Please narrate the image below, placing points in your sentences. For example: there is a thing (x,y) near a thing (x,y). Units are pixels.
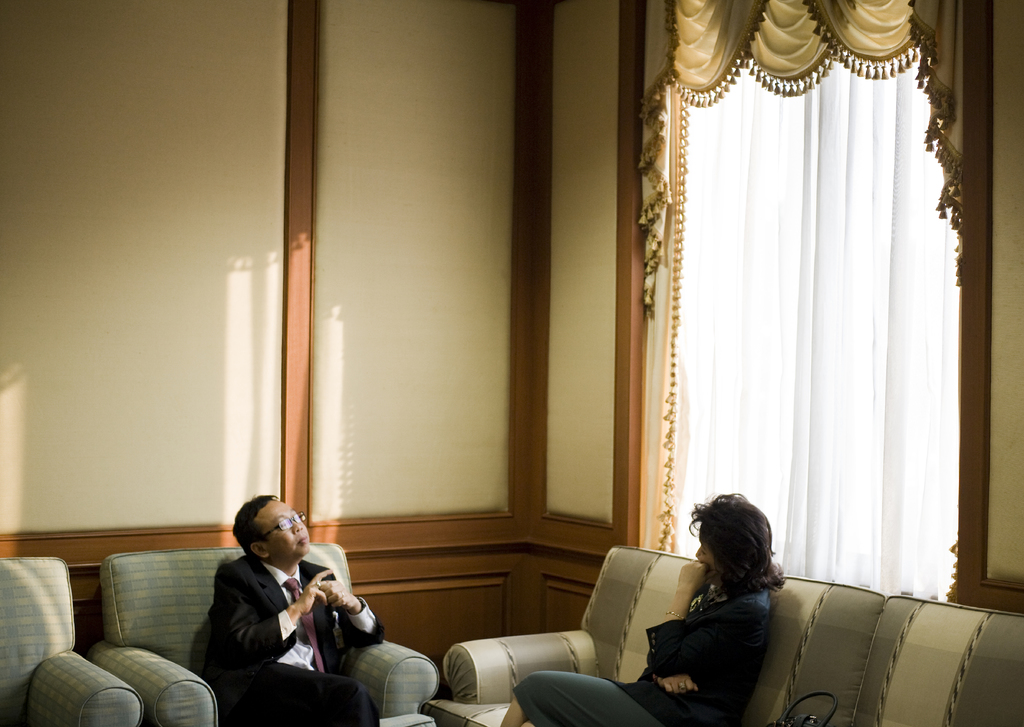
The two persons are sitting on a sofa (446,668). We can see the background (414,330) there is a wall (616,421), curtain (750,381).
